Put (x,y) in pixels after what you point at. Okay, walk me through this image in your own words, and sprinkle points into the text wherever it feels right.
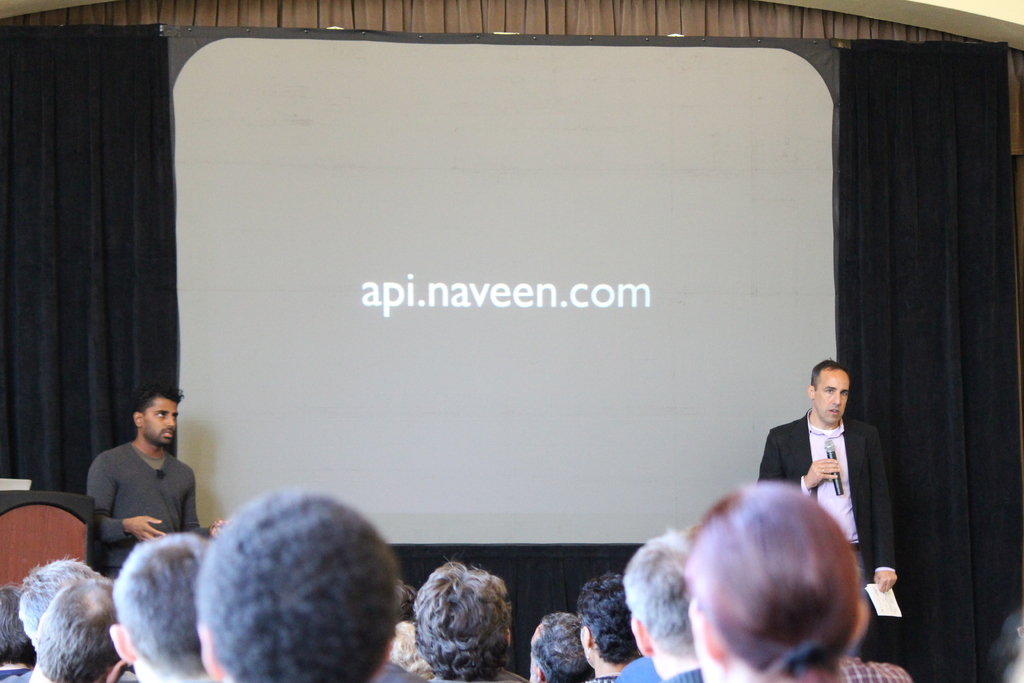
This picture shows a projector screen (337,357) and a black curtain (60,59) on the back (919,345) and we see couple of men (151,476) standing and we see a man (846,466) holding a microphone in one hand (831,472) and paper (883,595) in other hand (880,572) and speaking and we see a podium (31,561) on the side and we see few people (65,574) and we see text (519,288) displaying on the projector screen (364,285).
